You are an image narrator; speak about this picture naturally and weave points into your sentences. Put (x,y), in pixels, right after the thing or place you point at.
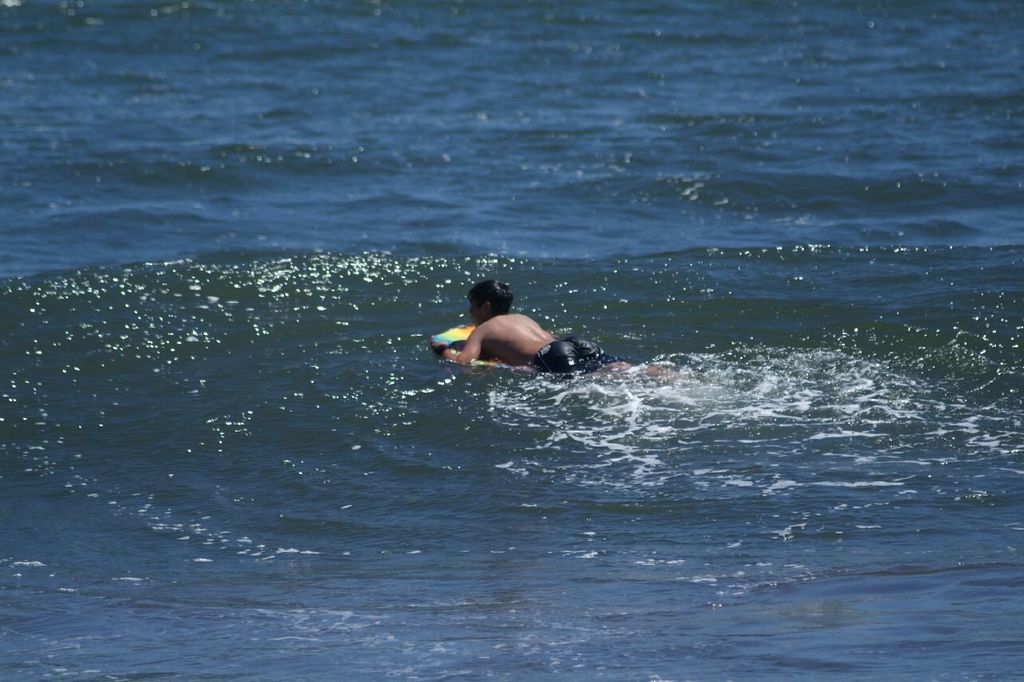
In this picture there is a boy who is swimming in the water (642,266).
